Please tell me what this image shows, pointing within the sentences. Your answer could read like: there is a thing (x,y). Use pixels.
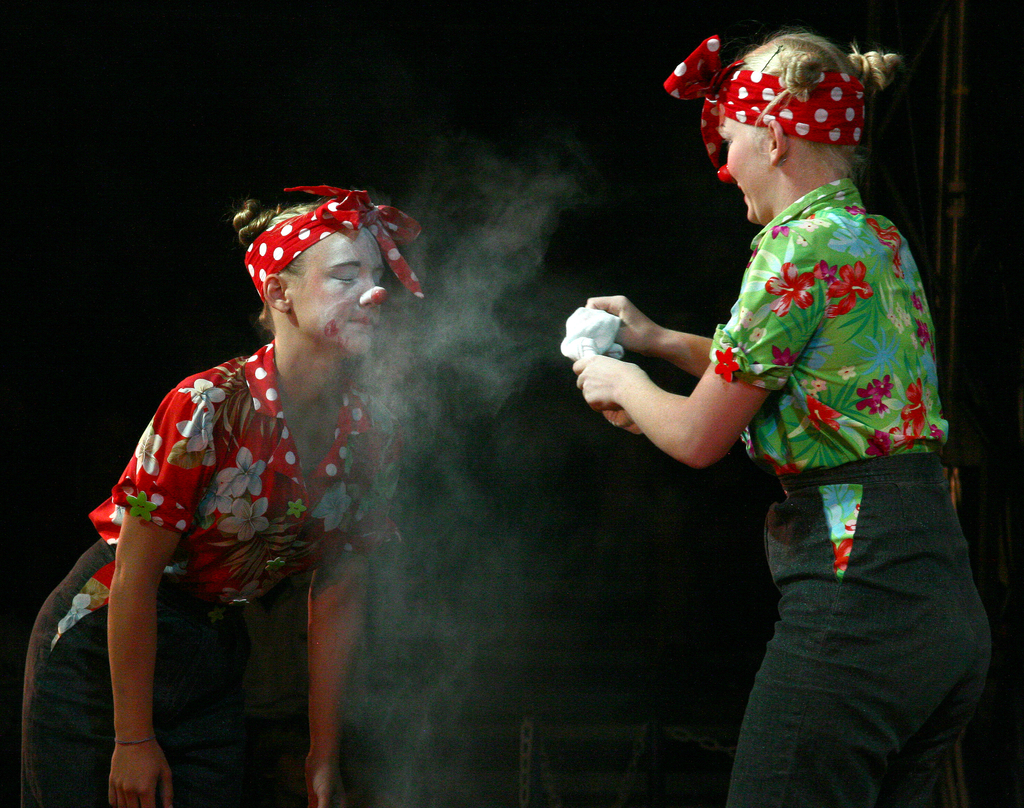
Two persons (827,461) are standing wearing clothes (942,516), there is black color background (661,203).
